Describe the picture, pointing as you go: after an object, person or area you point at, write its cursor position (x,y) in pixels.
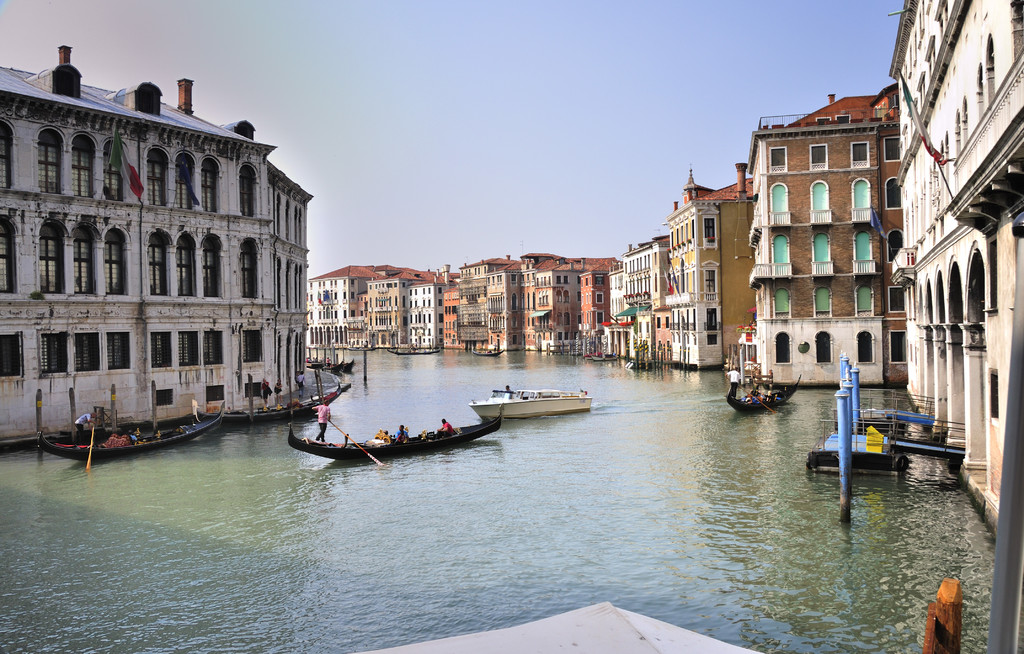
In this picture we can see a few people (438,434) on the boats (498,394) visible on the water (230,440). There are some people (89,429) holding objects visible on the boats (413,436). We can see some objects (843,462) on the water (219,426). There are buildings (400,297), flags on the poles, other objects (624,311) and the sky (551,135).
